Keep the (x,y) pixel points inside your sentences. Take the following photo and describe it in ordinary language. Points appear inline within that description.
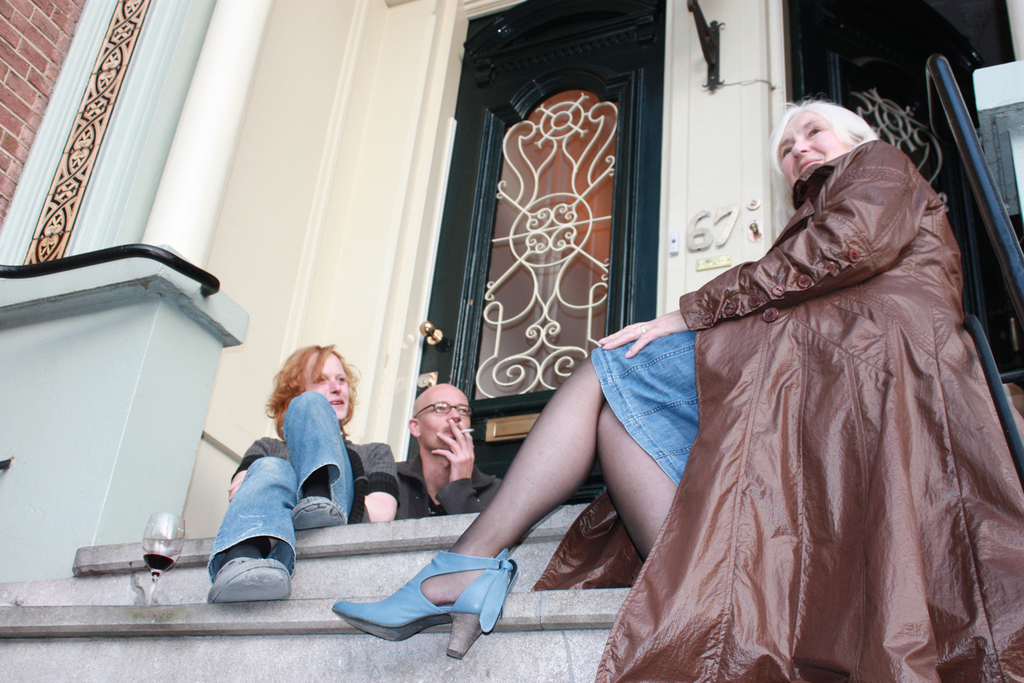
In this image I can see a woman (684,304) wearing blue dress (659,394) and brown jacket (864,349) and two other persons (307,409) and few stairs (248,644). I can see the black colored railing (1001,407) and the building (375,101) which is cream and brown in color. I can see the door (519,51) which is black in color.
